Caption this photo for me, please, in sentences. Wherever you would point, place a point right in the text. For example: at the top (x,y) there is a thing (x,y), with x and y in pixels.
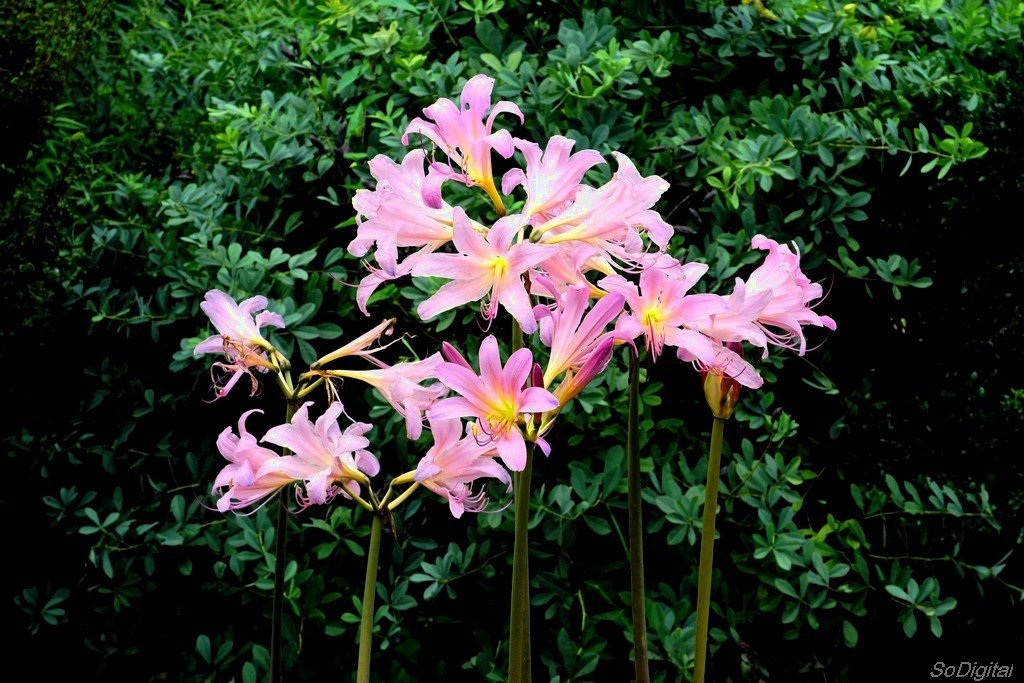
In this image there are leaves (103,111) of a plant (125,320). In the foreground (421,455) there are flowers (409,427) to the stems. In the bottom right (1006,672) there is text (964,678) on the image.
